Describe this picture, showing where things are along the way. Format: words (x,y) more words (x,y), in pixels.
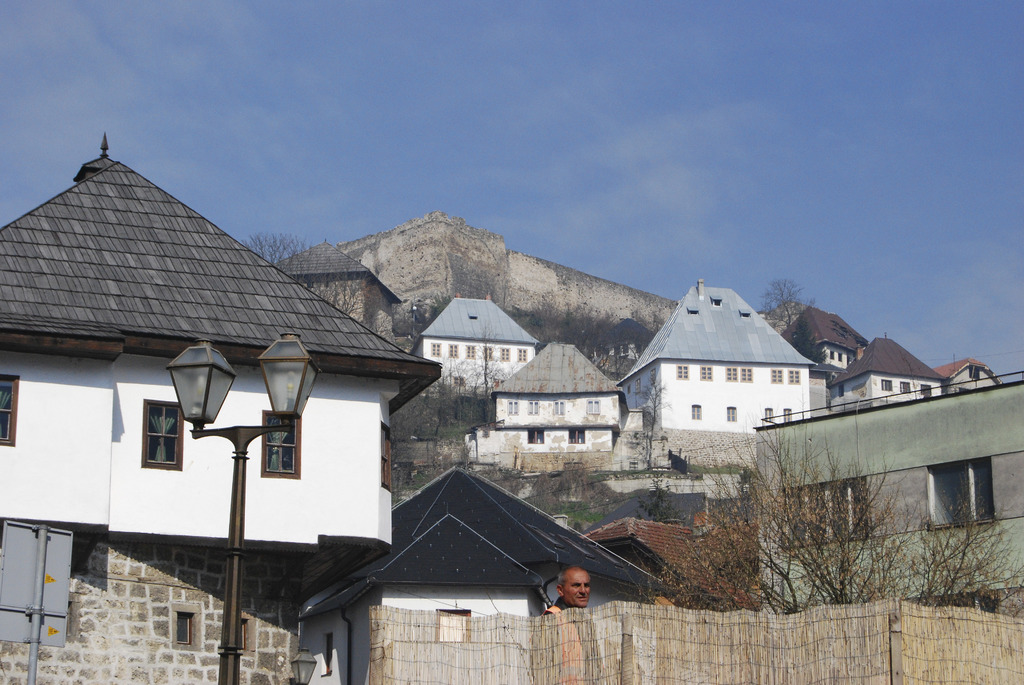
In this image we can see fort (436,285), buildings (453,377), trees (552,334), person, fencing (473,651), streetlight (272,412), sky (788,229) and clouds (80,67).
